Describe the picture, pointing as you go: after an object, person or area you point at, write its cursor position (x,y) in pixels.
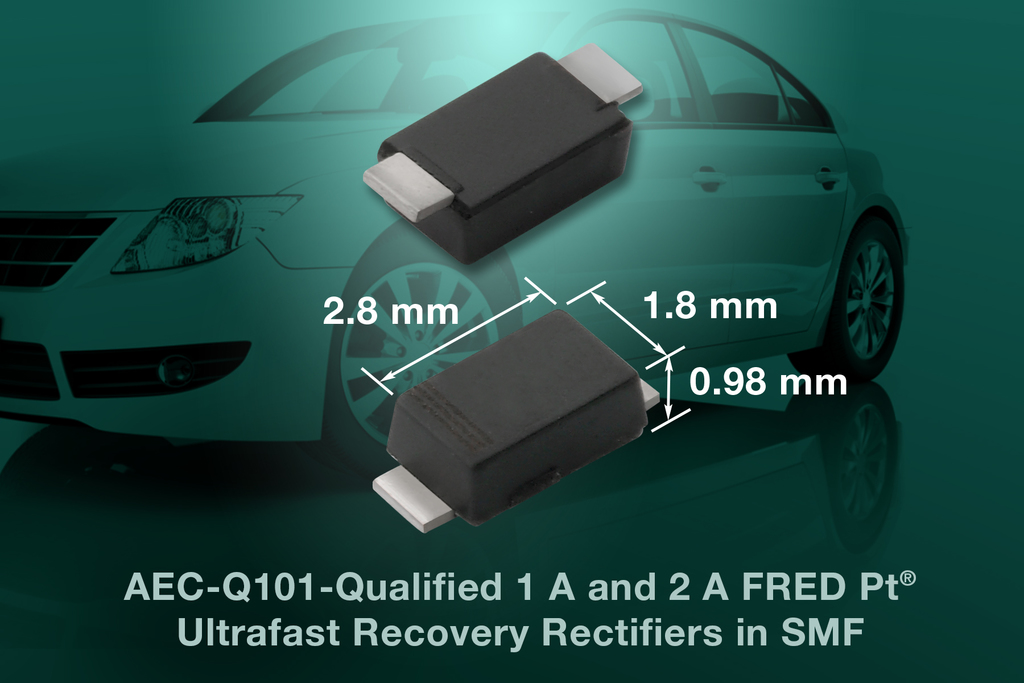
In this image we can see the poster (498,191). And there are diodes (541,330) and car (562,224) and there is the text (182,625) written on the poster (566,192).
